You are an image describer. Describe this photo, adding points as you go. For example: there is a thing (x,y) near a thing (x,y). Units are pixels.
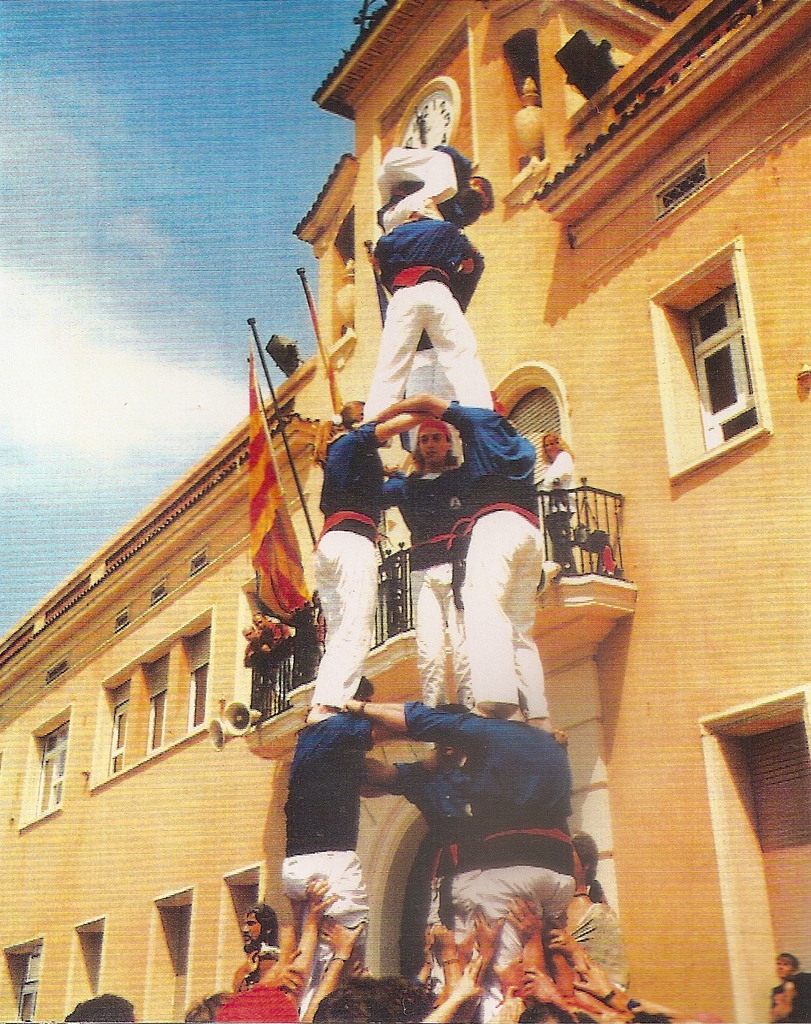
In the center of the image (502,664) there is a human pyramid (617,996). In the background of the image (265,681) there is a building (129,677) with windows (726,308). There is a flag (251,355). At the top of the image (77,129) there is sky (119,122).
